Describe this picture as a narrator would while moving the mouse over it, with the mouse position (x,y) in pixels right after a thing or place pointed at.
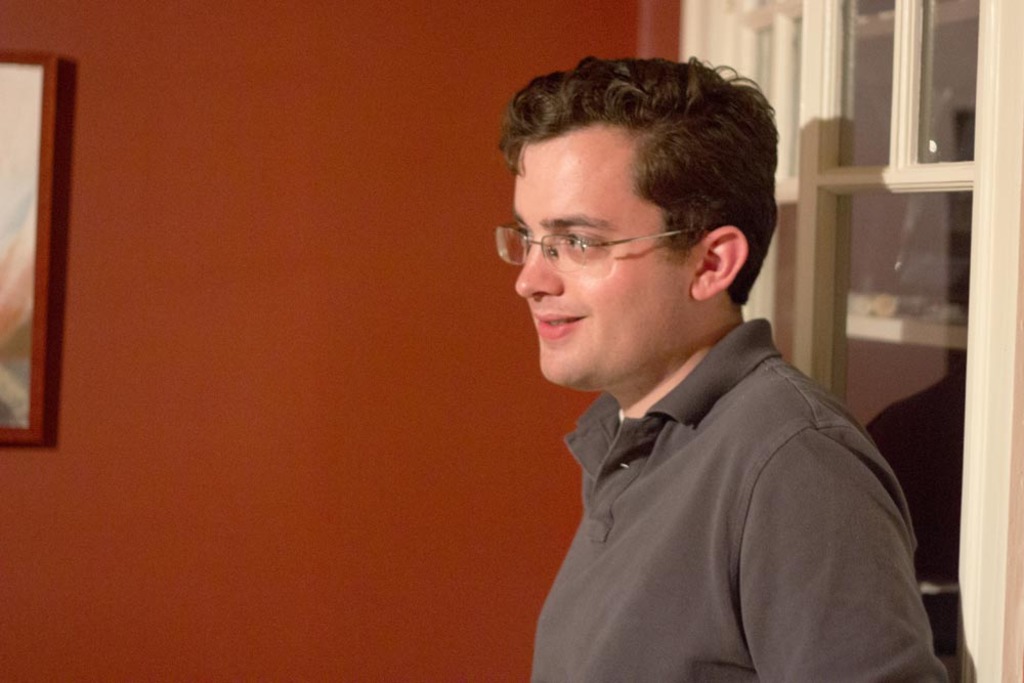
There is one man (646,480) standing and wearing spectacles (571,252) at the bottom of this image (664,574), and there is a red color wall (410,360) in the background (377,282). There is one photo frame (38,198) attached to it, and there is a window (792,262) on the right side of this image (866,217).
